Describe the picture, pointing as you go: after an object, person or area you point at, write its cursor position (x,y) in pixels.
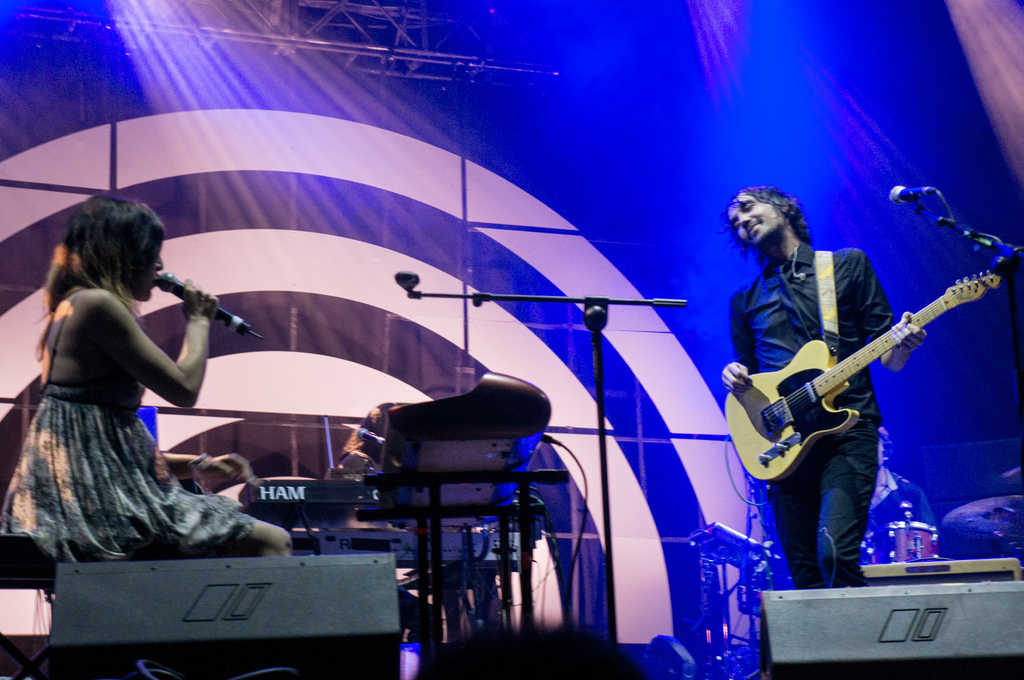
This woman (158,496) is singing in-front of a mic (180,296) and sitting. This man (769,208) is playing a guitar (786,410) and standing. These are musical instruments (488,464). This is mic (904,189) with holder (927,212). This man (895,517) is playing these musical instruments (893,533).
